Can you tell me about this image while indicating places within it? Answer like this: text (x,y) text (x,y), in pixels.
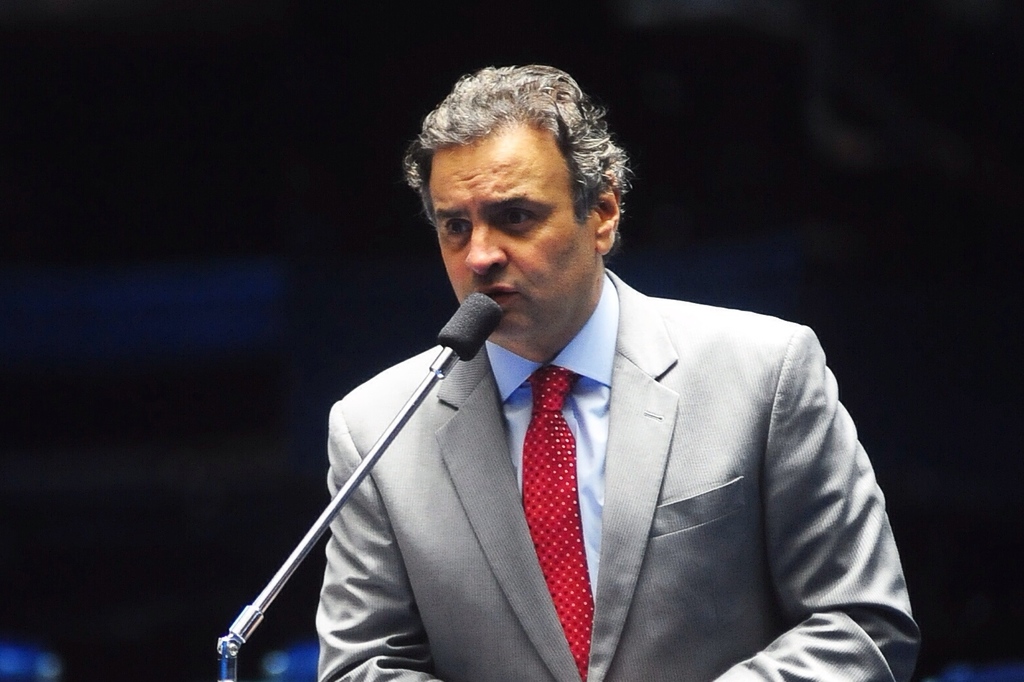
In this image we can see a person (601,535). In front of him there is a mic (459,350). In the background (228,231) it is dark.
